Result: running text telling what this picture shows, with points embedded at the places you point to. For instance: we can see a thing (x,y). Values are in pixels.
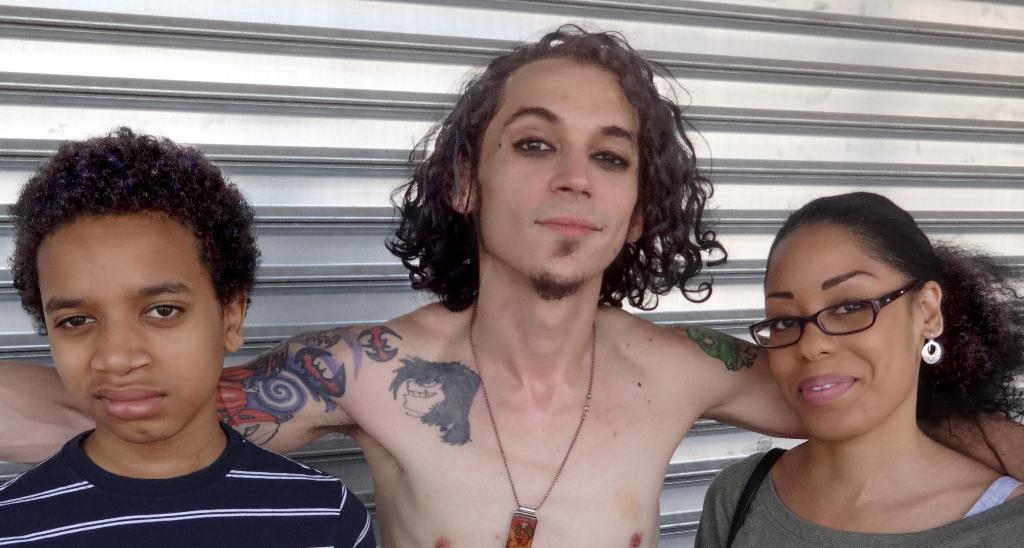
There are three persons (451,358) in the image. A lady (922,414) is standing at the right most of the image (831,370).
